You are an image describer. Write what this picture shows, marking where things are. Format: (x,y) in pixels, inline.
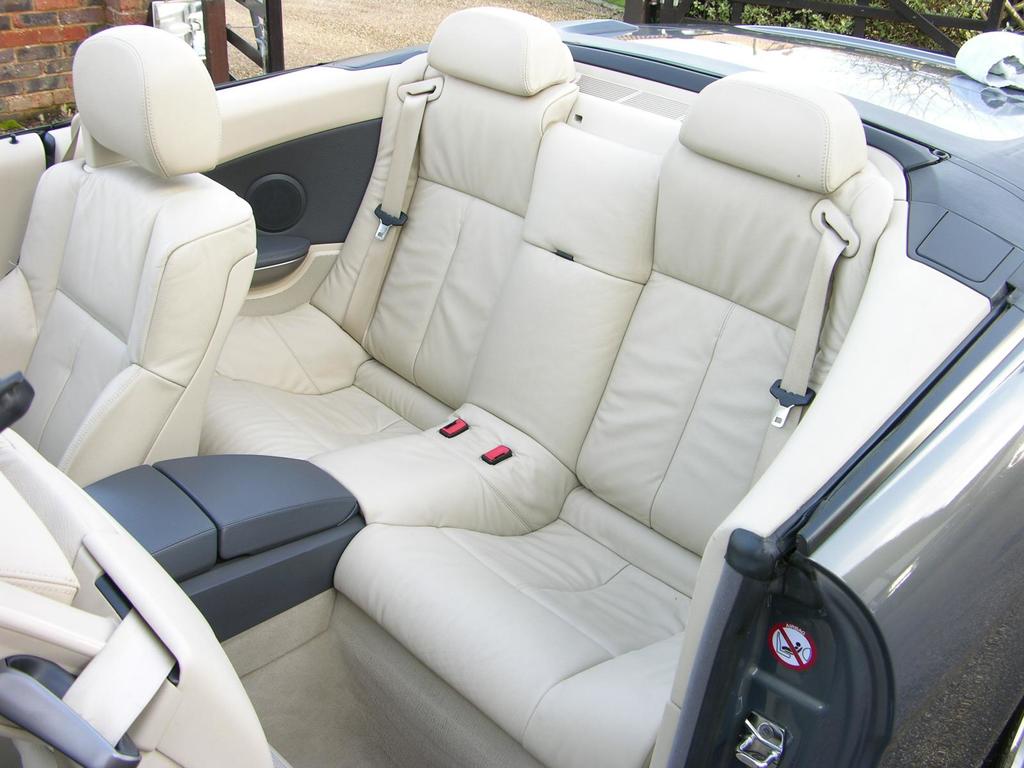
In the foreground of this picture (507,618), there is a car (725,526) and in the background (800,17), there are plants (748,17), path (346,12) and the wall (49,21).
